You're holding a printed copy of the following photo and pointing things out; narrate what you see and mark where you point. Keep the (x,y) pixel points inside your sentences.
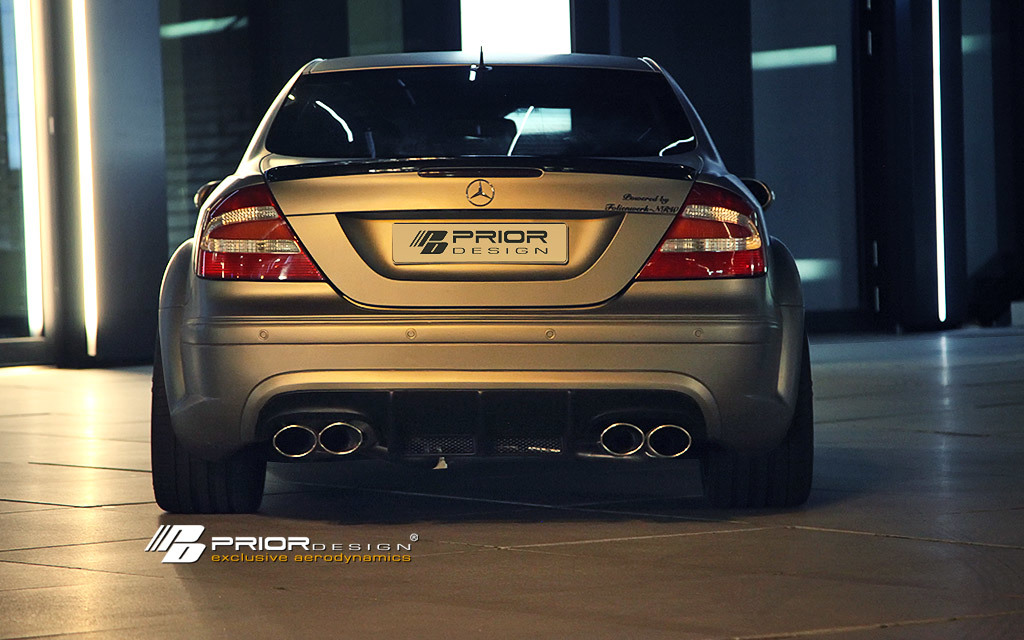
In this image, we can see a car (773,242). There are lights (30,167) on the pillar (53,153) which is in the top left of the image (105,161).
